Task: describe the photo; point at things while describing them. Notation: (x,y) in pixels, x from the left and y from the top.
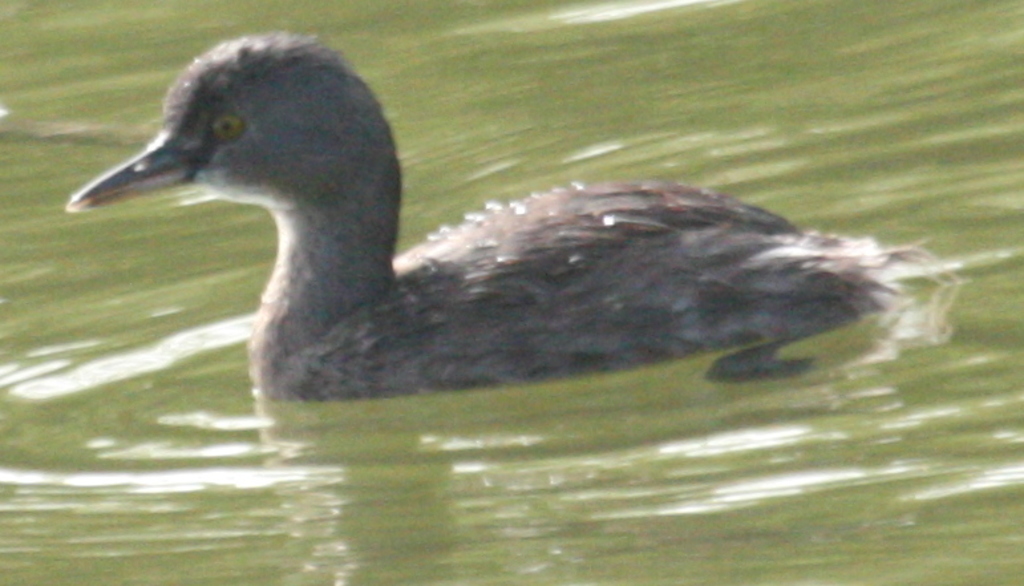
In the center of the image (499,260) a duck (499,260) is there. In the background of the image (73,278) water (266,413) is present.
